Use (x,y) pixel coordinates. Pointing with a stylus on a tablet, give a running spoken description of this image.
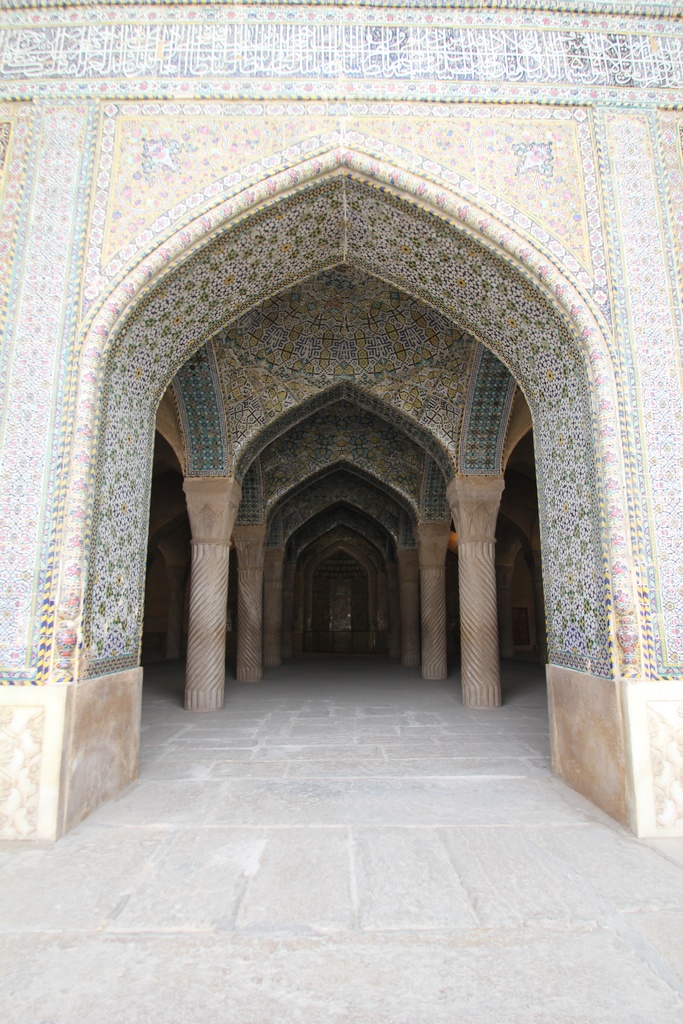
In this picture it looks like the entrance (183,244) of a mosque (195,283) made of pillars (222,500) and stone walls (154,362).
